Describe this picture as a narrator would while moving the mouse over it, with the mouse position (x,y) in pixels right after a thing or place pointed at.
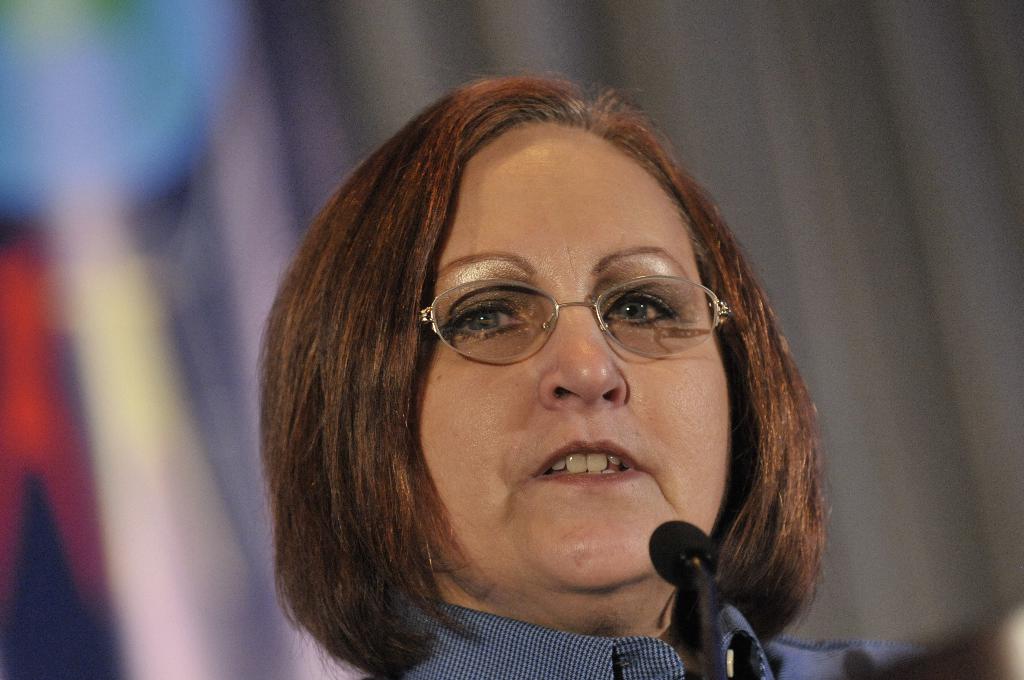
In this image we can see a woman (424,437) talking using a mic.
